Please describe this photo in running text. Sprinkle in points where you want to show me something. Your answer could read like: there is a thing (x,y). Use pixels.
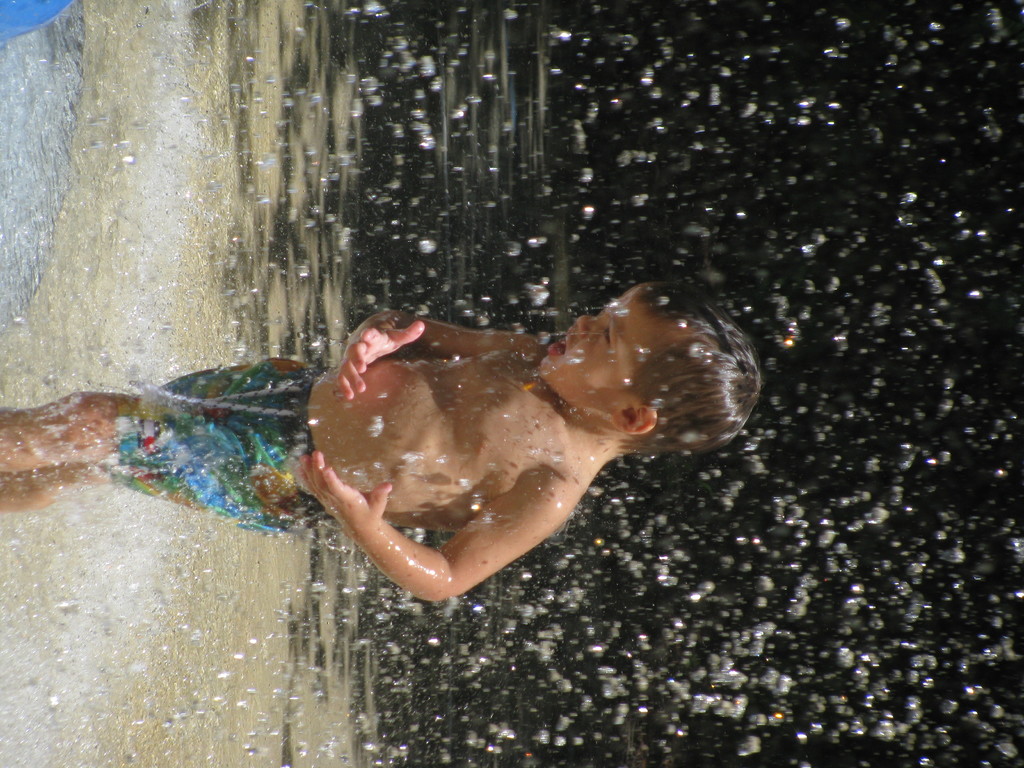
In this picture, we see a boy (577,431) is standing. On the left side (117,255), we see water (68,390). In the left top (27,20), we see a blue color object (40,23). It might be raining. On the right side (822,511), it is black in color.
